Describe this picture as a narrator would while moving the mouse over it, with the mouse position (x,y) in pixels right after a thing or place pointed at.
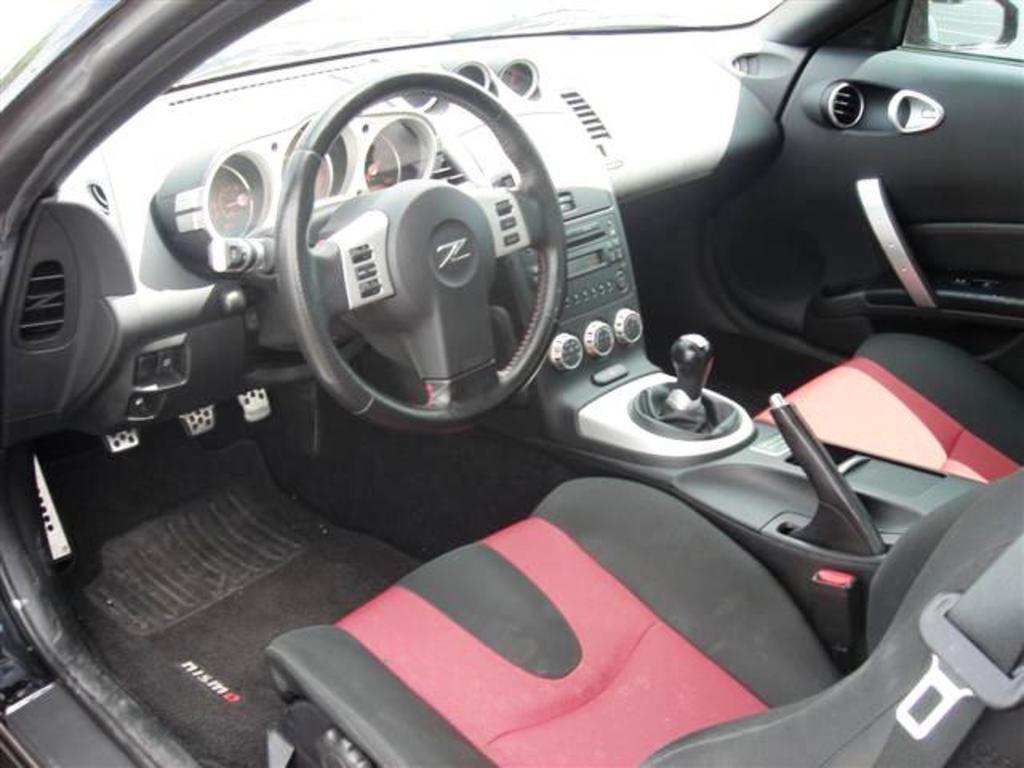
In the image we can see the internal view of the vehicle (590,381). Here we can see the seat (689,557), steering (423,202) and dashboard (215,168).
